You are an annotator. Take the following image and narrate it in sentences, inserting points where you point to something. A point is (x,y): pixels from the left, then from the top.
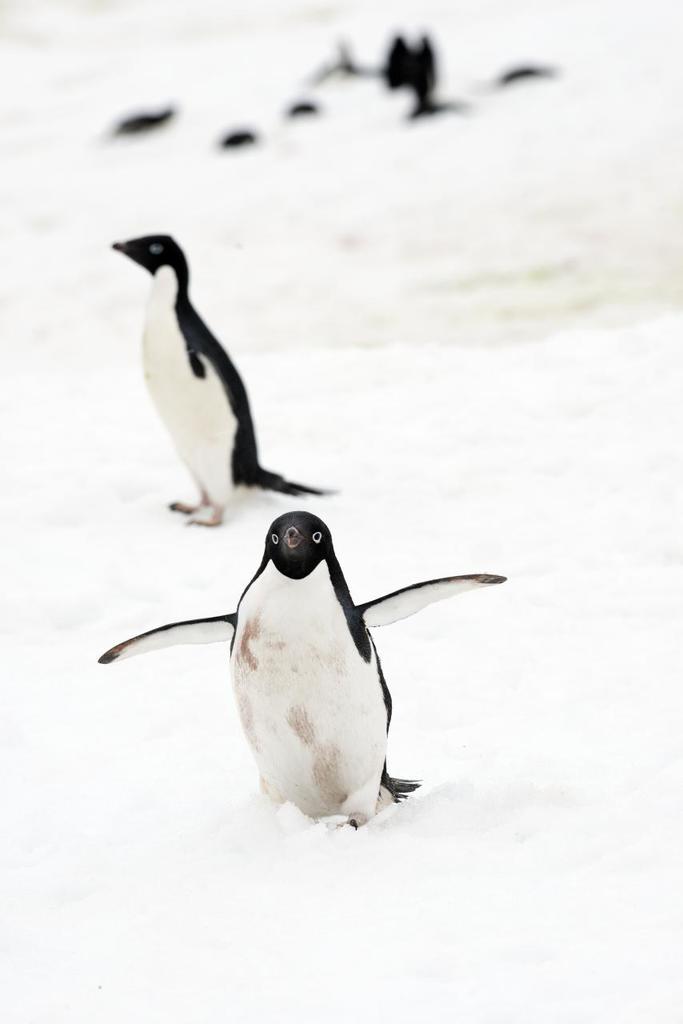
In this image we can see some penguins (376,620) on the snow (418,707).
